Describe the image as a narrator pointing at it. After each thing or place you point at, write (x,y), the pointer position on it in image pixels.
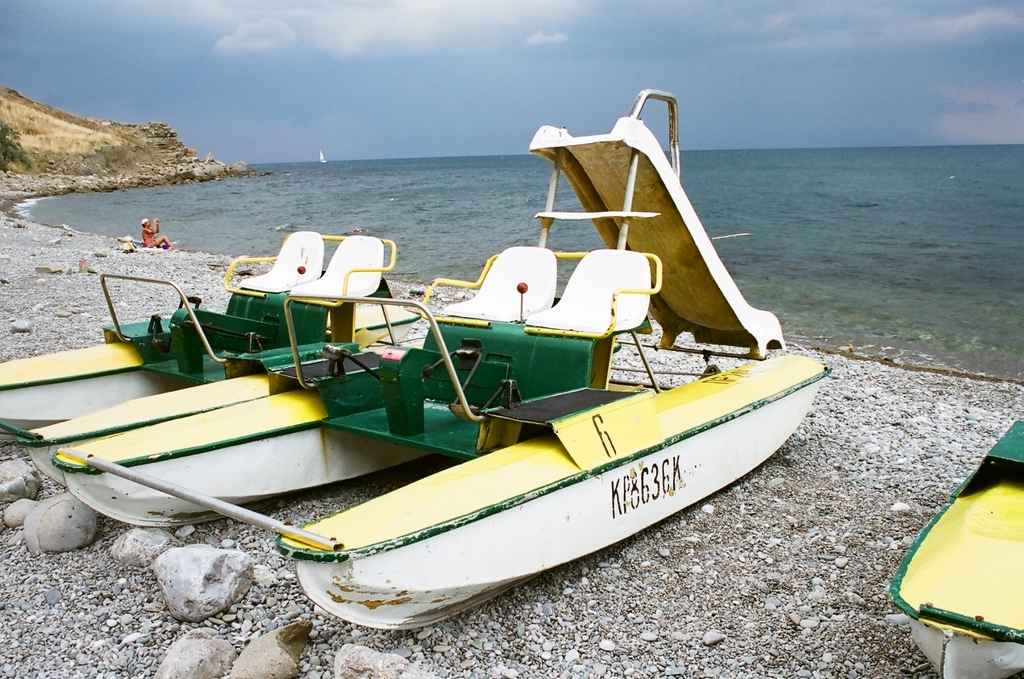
In the center of the image (648,441) we can see the boats (657,407). In the background of the image (985,221) we can see the water (928,203), rocks (65,172), stones (825,671), boat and a person (150,244) is sitting on the ground (119,268) and holding an object (159,219). At the top of the image (527,84) we can see the clouds (924,25) are present in the sky (8,62).
